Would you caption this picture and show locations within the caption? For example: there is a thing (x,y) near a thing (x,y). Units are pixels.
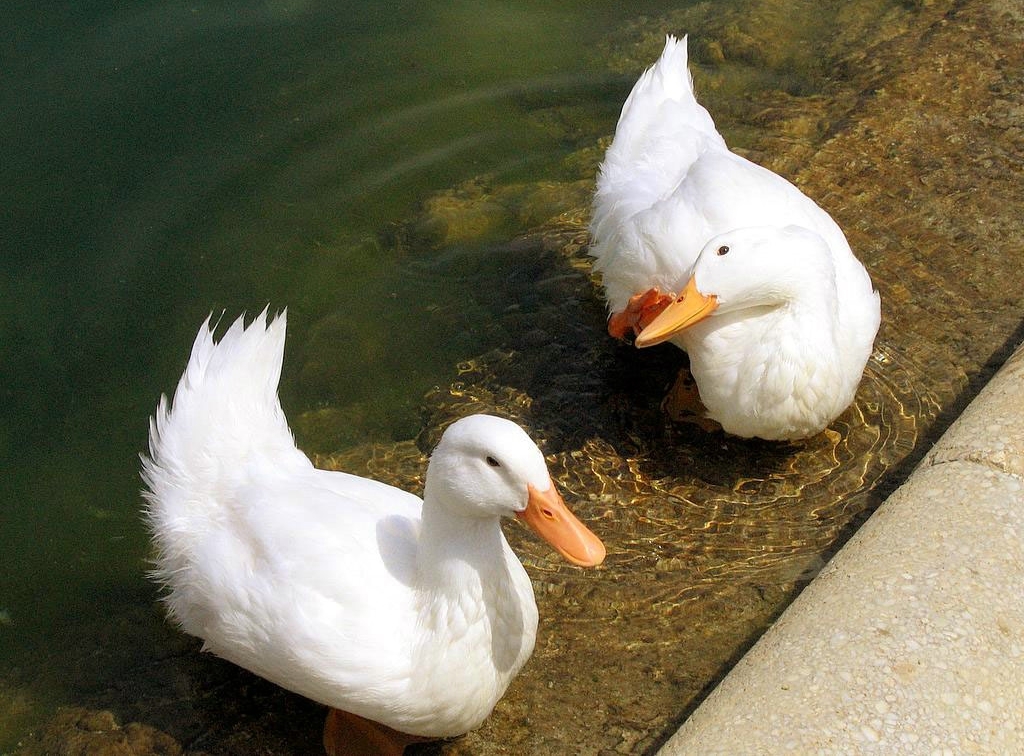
In this image there are two ducks (760,310) standing in the water (395,265). In the bottom right (881,653) there is the ground (929,651). In the background (167,203) there is water (368,108).
